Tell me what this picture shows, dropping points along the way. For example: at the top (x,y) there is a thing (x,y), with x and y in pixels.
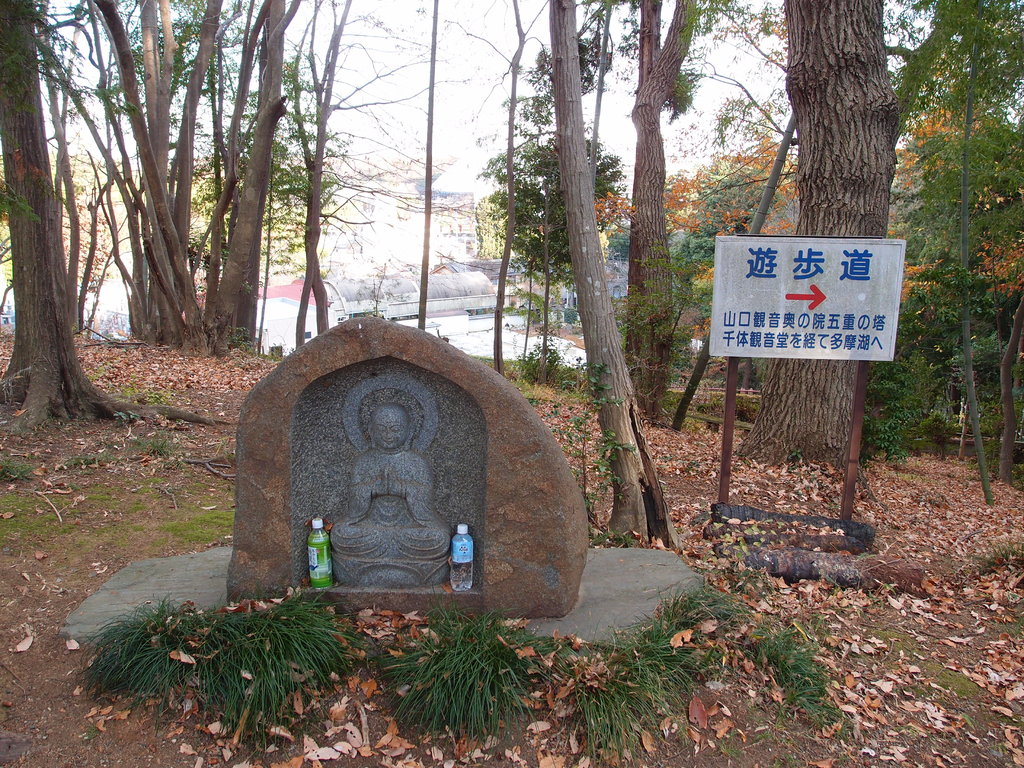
In this image there are two water bottles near the sculpture (368,502) of a Buddha (367,393), and in the background (735,420) there are plants (703,661), direction board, trees (530,277), buildings (515,272), sky (610,123).
